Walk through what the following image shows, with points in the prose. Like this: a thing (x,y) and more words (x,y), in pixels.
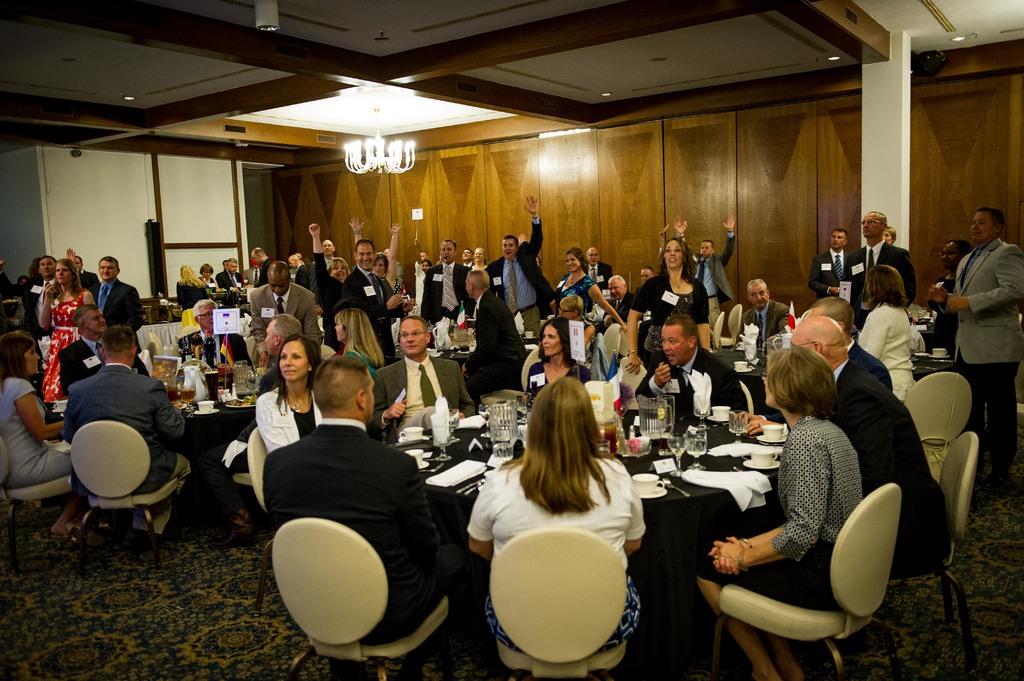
In this image I can see number of people (995,373) where few of them are sitting on chairs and few are standing. I can also see few tables (660,450) and on these tables (705,501) I can see few jars (659,433), cups (759,451), plates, napkins (757,475) and few spoons (441,465). In the background (380,171) I can see few lights (360,162).
